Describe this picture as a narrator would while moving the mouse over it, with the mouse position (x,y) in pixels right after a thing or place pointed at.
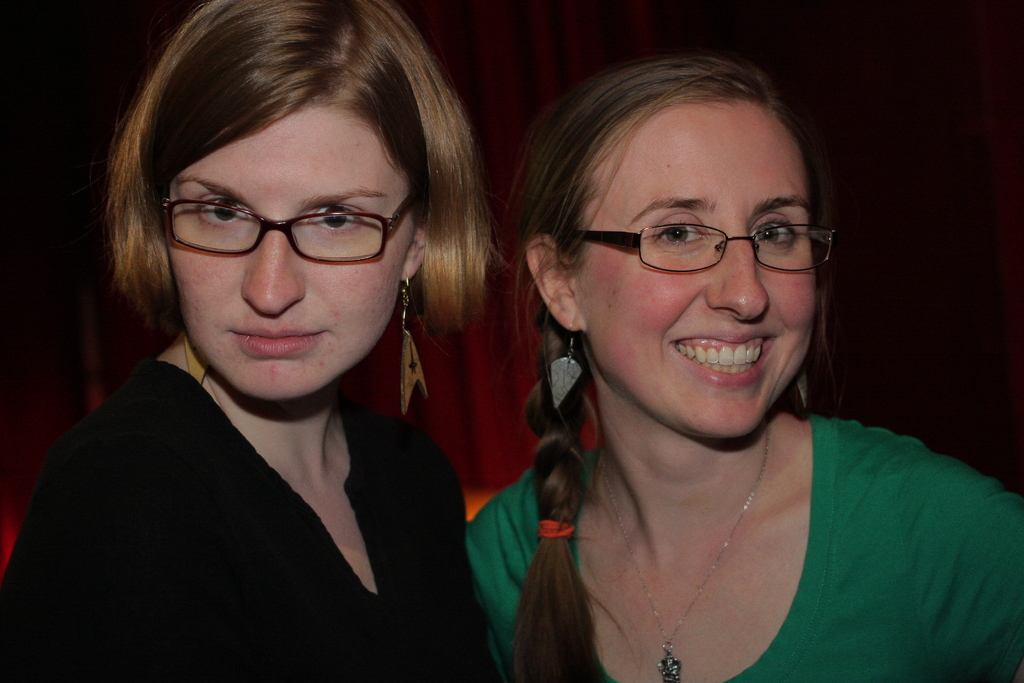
In this picture I can observe two women (654,439). One of them is wearing black color dress (401,577) and the other one is wearing green color T shirt (870,599). Both of them are wearing spectacles (227,249). One of them is smiling. In the background (498,53) I can observe maroon color curtain (461,425).
